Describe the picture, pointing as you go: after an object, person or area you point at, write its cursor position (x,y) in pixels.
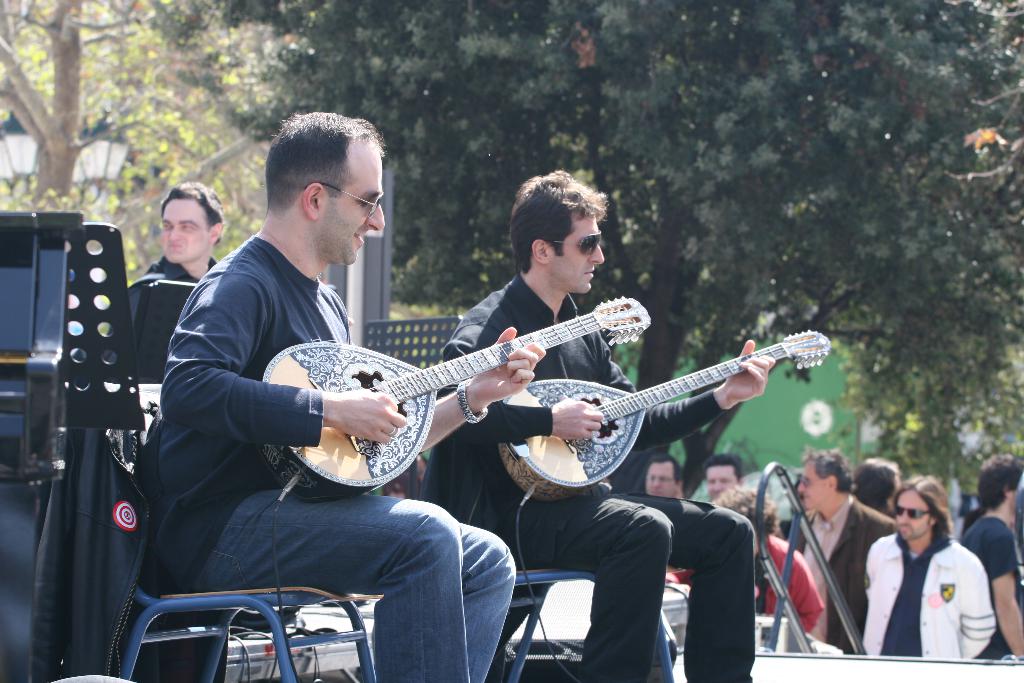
in the picture there are two persons (503,400) sitting and playing guitar (435,404), there are many persons (797,577) standing and watching them, here we can also see trees (718,127).
